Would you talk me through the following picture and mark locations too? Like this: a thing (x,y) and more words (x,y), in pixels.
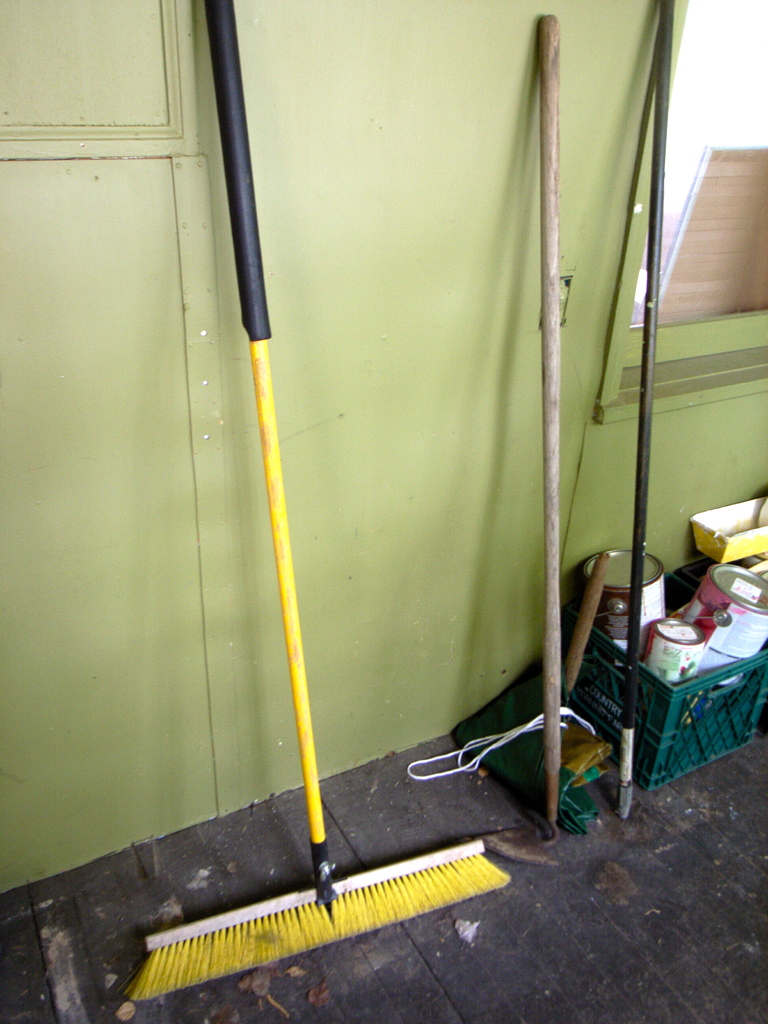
In this image I can see sweeper (354,909) which is in yellow and black color. We can see some objects (671,638) on the floor (492,909). The wall (367,342) is in green color.
